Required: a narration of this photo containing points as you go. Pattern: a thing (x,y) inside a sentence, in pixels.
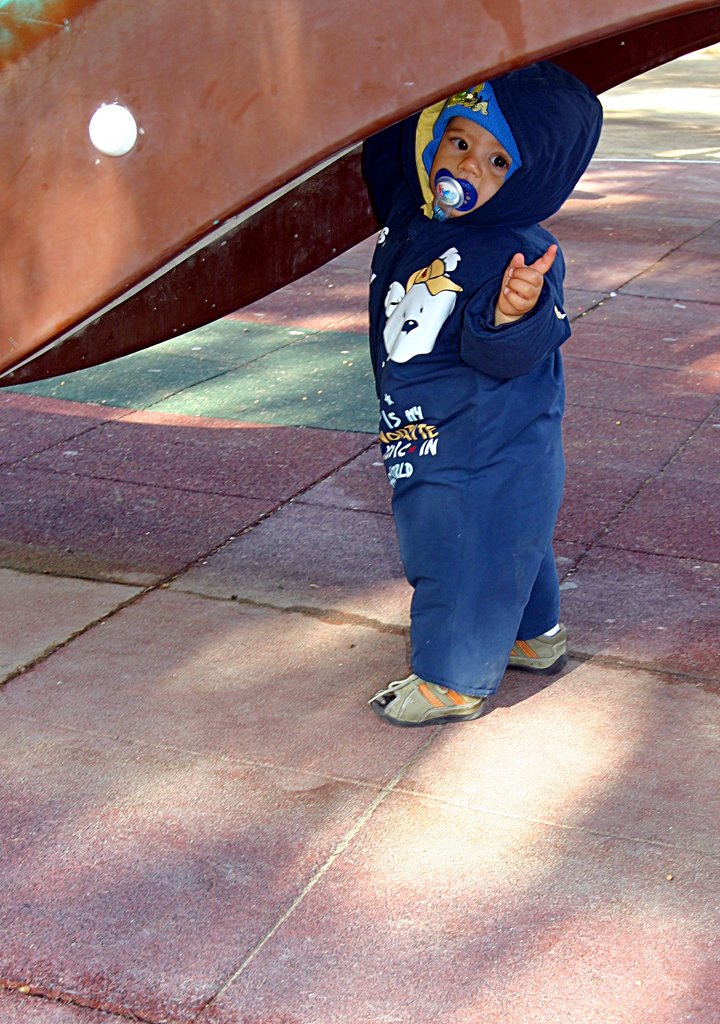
In this image, we can see a kid (454,544) standing on the floor (542,763).
